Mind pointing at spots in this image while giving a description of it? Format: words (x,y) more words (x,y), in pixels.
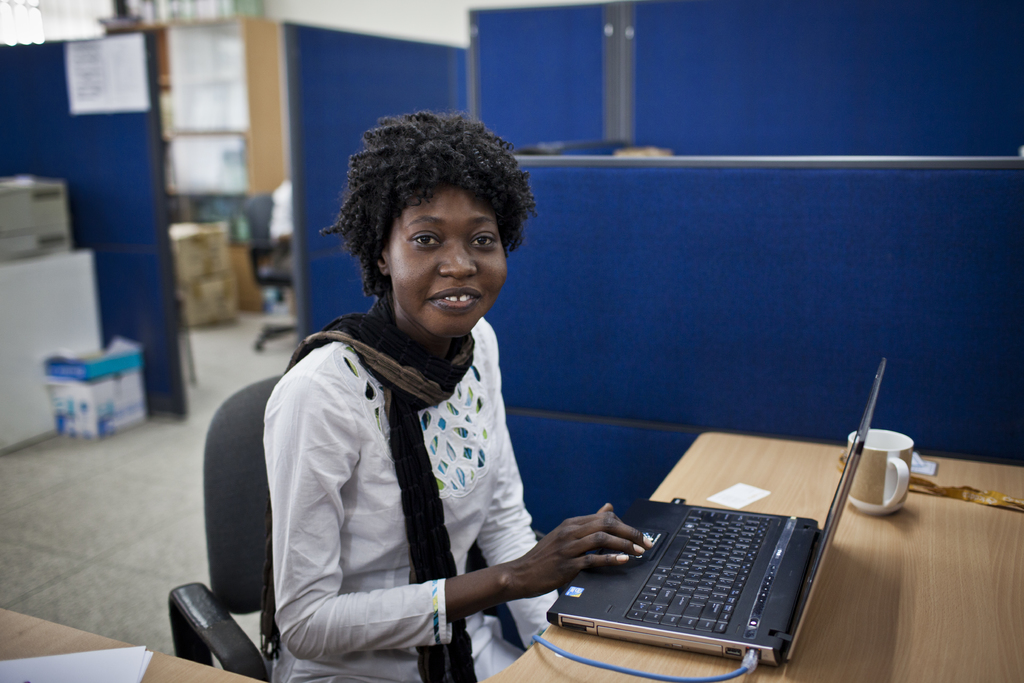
In this picture we can see a laptop (810,553) cup (892,435) on the table (868,569), in front of the table (736,479) we can see a woman (335,430) seated on the chair (244,539), in the background (114,404) we can see boxes (133,377) and cupboards (246,111).
